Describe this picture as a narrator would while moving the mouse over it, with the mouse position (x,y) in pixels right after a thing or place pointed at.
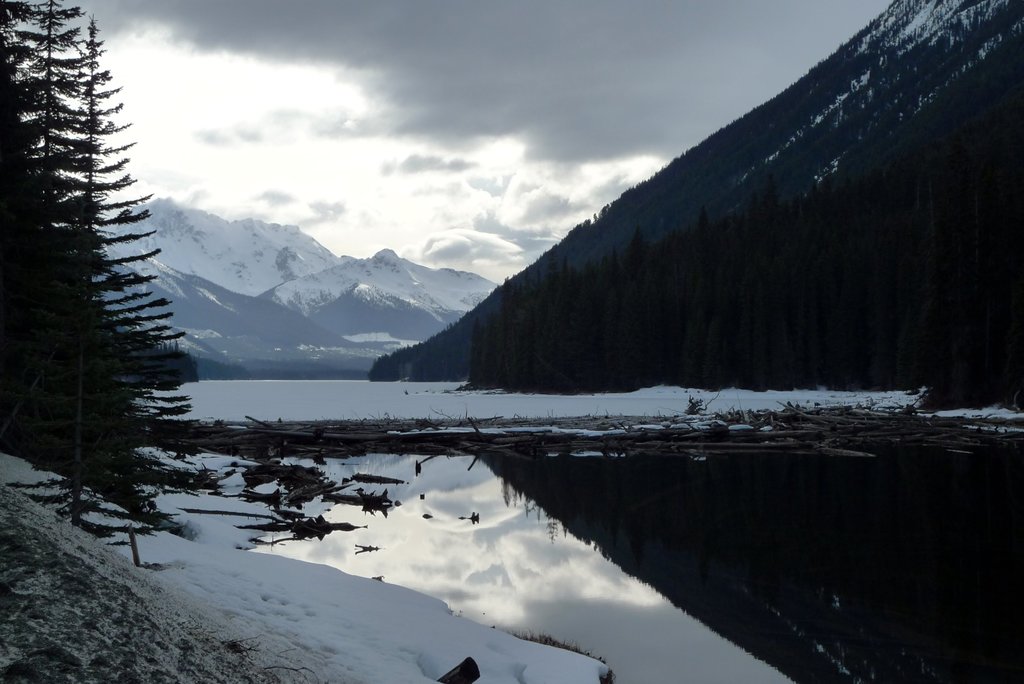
This is an outside view. At the bottom (588,529), I can see the water (720,626) and snow (269,615) on the ground (132,618). On the right (956,274) and left side of the image (53,269) there are many trees (629,324). In the background (250,304) there are few mountains (388,270). At the top of the image (239,104) I can see the sky (547,65) and clouds (547,65).
